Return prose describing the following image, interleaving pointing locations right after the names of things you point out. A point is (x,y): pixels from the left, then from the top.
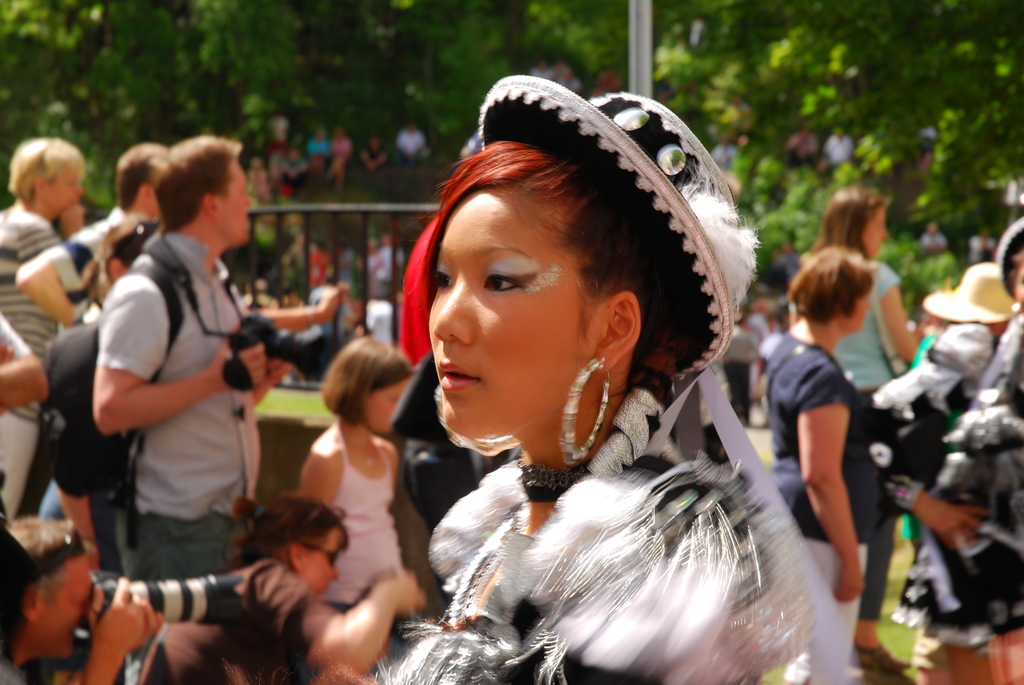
In this picture there is a woman (545,153) wearing white and black color hat (603,133) and there are group of persons (174,410) standing beside her where few among them are holding cameras (297,361) in their hands (257,394) and there are trees (467,83) and some other persons (810,135) in the background (774,151).
